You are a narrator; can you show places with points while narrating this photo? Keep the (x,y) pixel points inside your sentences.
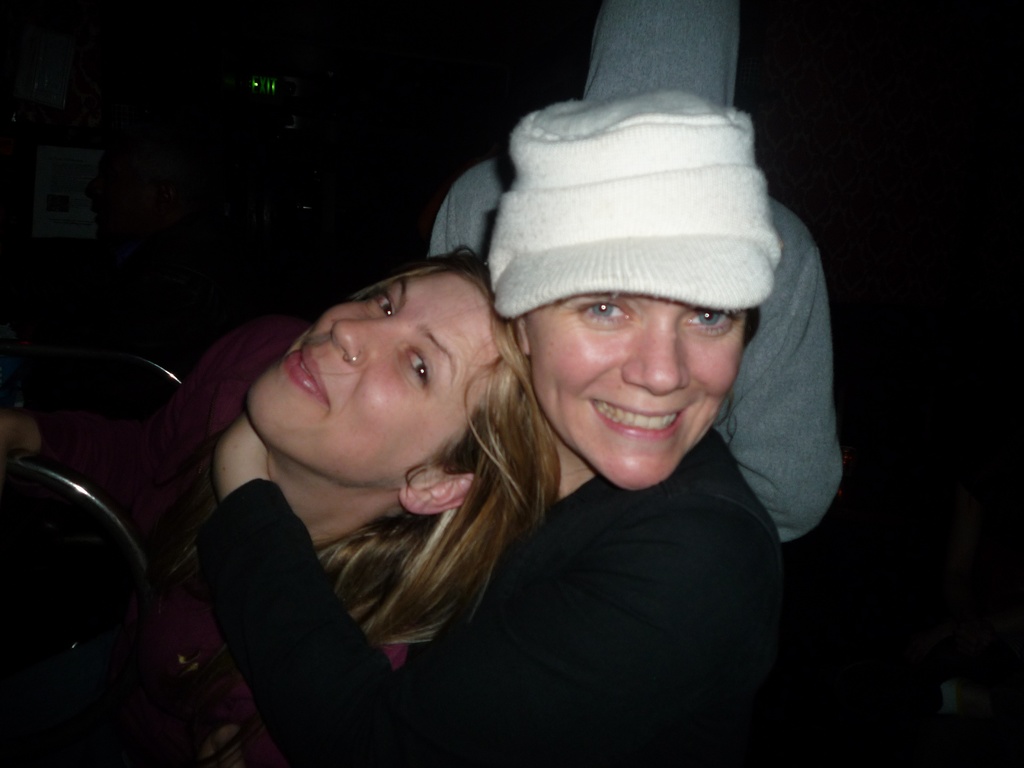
We can see two women (501,539) and among them a woman (669,377) has cap (654,136) on her head (664,360) and in the background (177,83) the image is dark but we can see two persons (708,57), chairs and objects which are not clear.
